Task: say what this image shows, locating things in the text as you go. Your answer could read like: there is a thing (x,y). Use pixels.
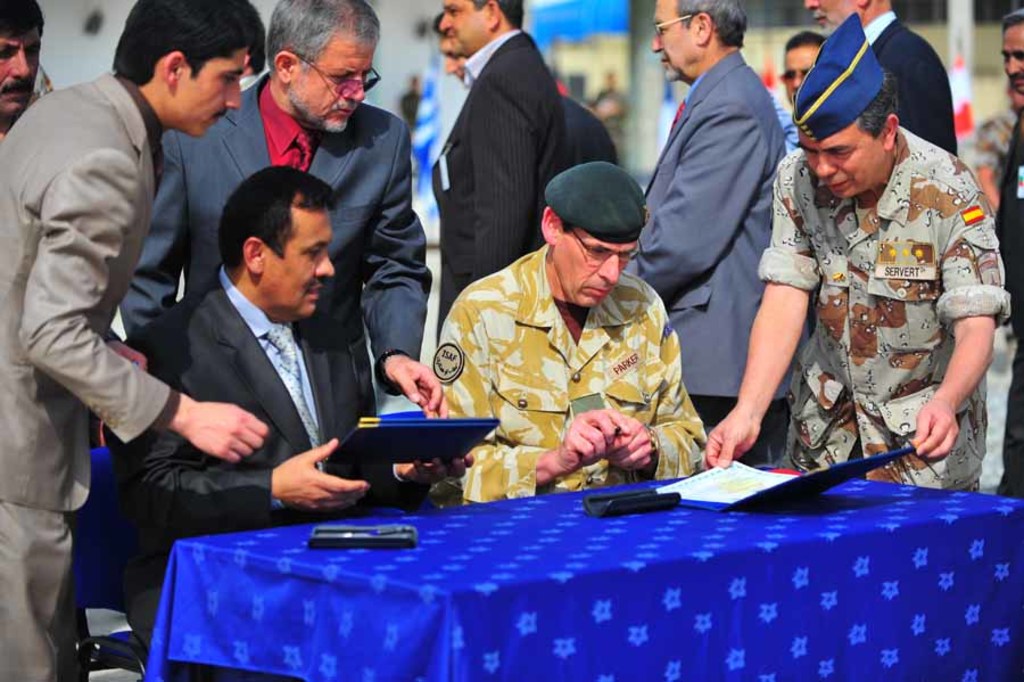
In the picture I can see two persons (468,412) sitting on chairs (92,634) behind table (488,573) on which there are some objects (402,526) and paper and in the background (551,115) there are some persons (542,134) walking.
